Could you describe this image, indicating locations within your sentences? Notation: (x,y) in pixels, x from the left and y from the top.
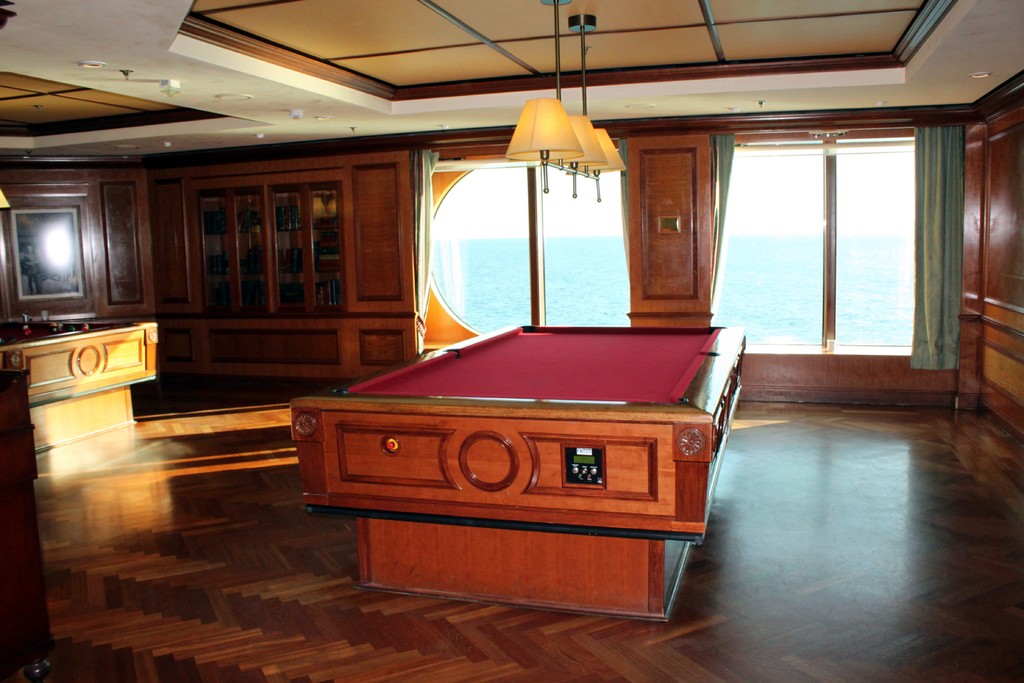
In this image in the center (662,355) there is one table (547,393) and on the right side (968,242) there is one wooden wall (981,237) and on the top (642,49) there is a ceiling (916,48) and some lights (581,136) are there and in the middle (464,242) there is a glass window (805,211) and curtains (942,211) are there and on the left side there is a cupboard (271,234).
